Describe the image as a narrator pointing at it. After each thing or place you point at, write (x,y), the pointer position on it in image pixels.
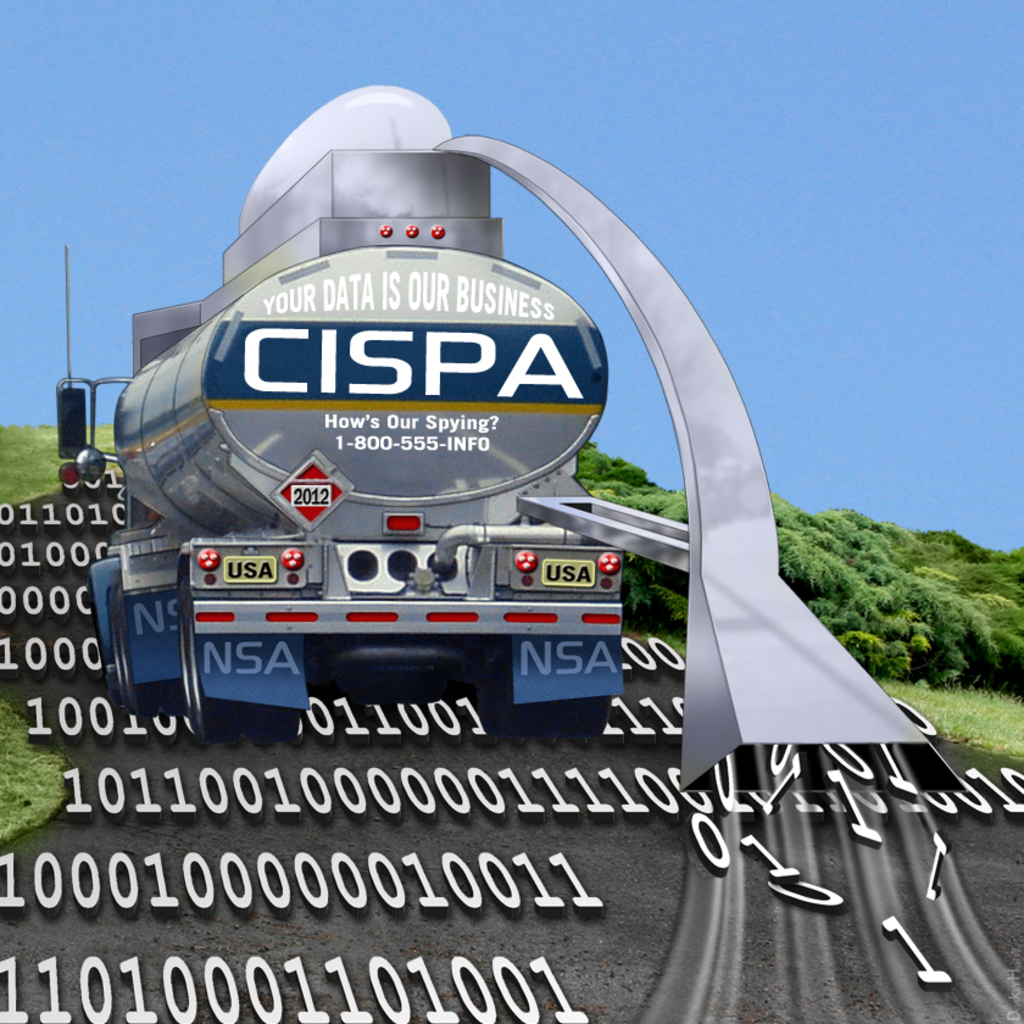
In this image I can see a vehicle (368,636) on the road (356,776), numbers (466,801), grass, trees (791,559) and the sky (793,213). This image looks like an edited photo.
